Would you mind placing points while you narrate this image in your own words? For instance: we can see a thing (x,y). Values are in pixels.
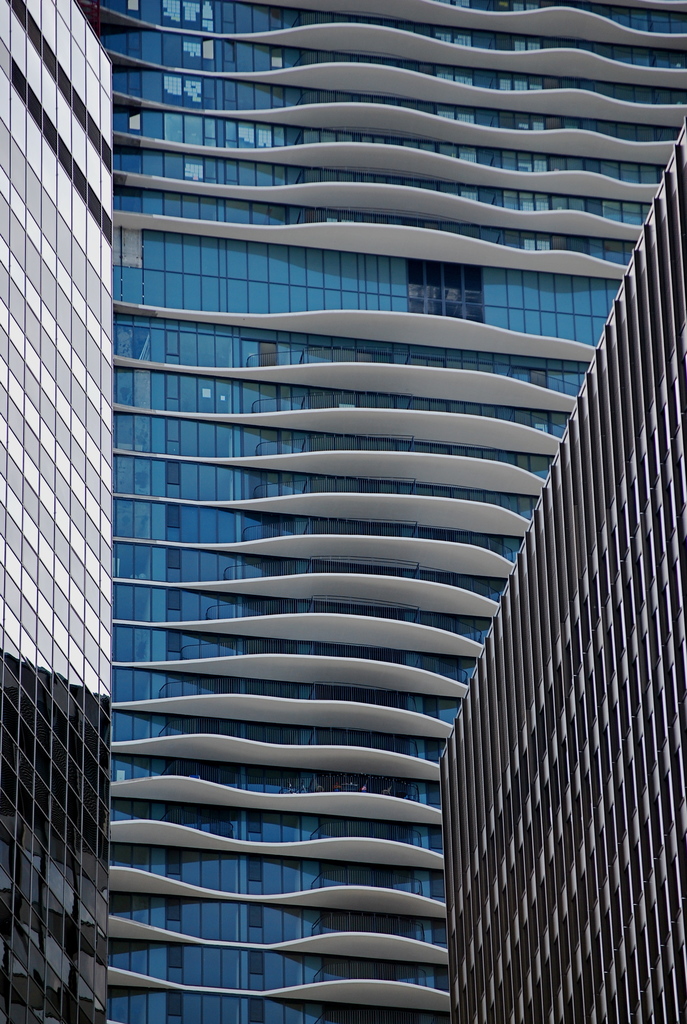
In the image we can see three buildings (158,23).
